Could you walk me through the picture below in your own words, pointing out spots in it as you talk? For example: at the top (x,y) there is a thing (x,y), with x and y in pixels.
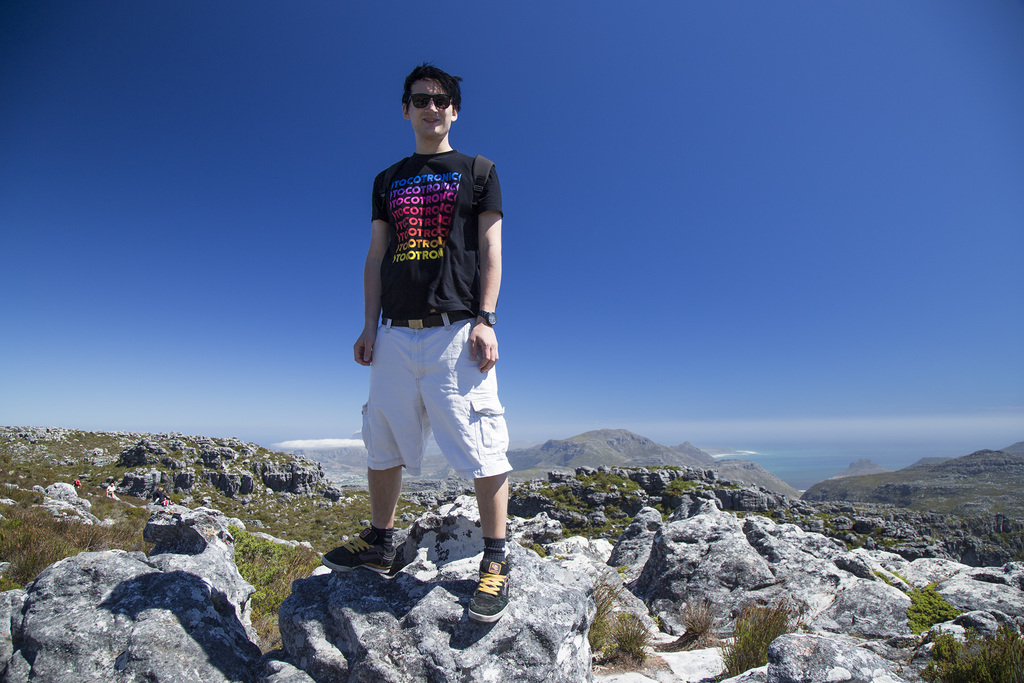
In this picture we can see a man (400,312) in the black t shirt (403,259) and he is standing on the rock (442,540). Behind the man (463,303) there are hills (733,476), grass (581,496) and the sky (254,177).
